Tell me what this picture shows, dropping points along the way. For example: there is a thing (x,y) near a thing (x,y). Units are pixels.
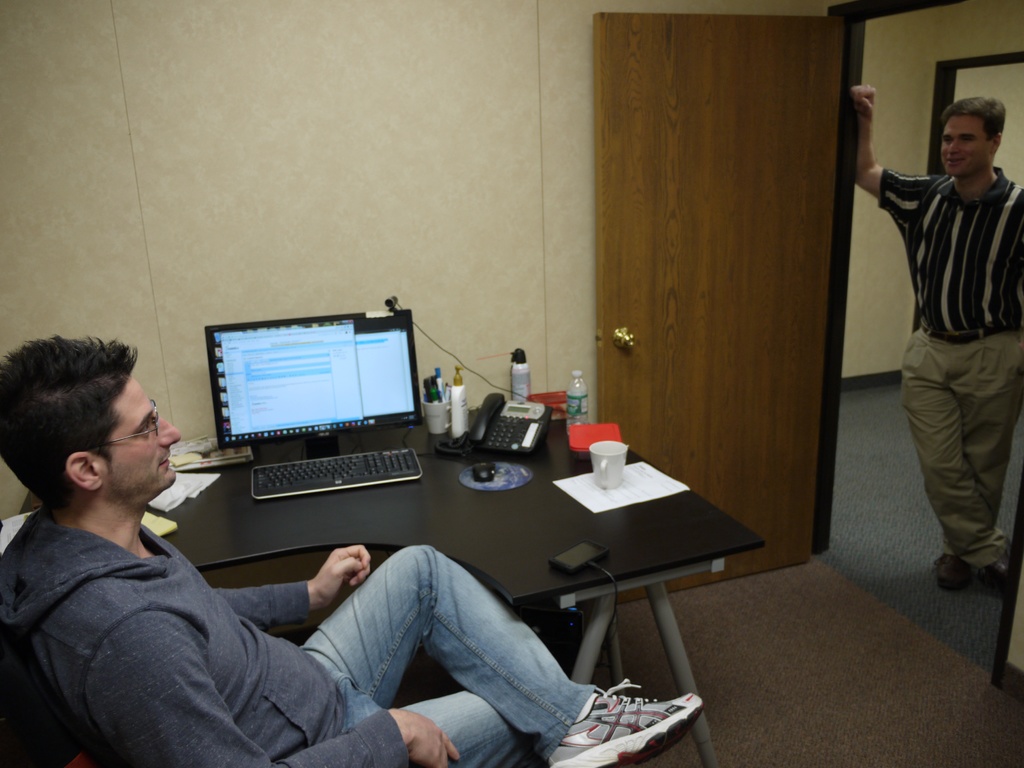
In this image I can see a person (220,650) sitting. Also there is a person (916,358) standing. There are walls (161,112) and there is a door (658,214). There is a table (500,496), on the table (512,525) there is a computer (355,403), keyboard (397,461), water bottle (585,409), cup (598,469), there are papers (584,498) and there are some other objects (494,465).
